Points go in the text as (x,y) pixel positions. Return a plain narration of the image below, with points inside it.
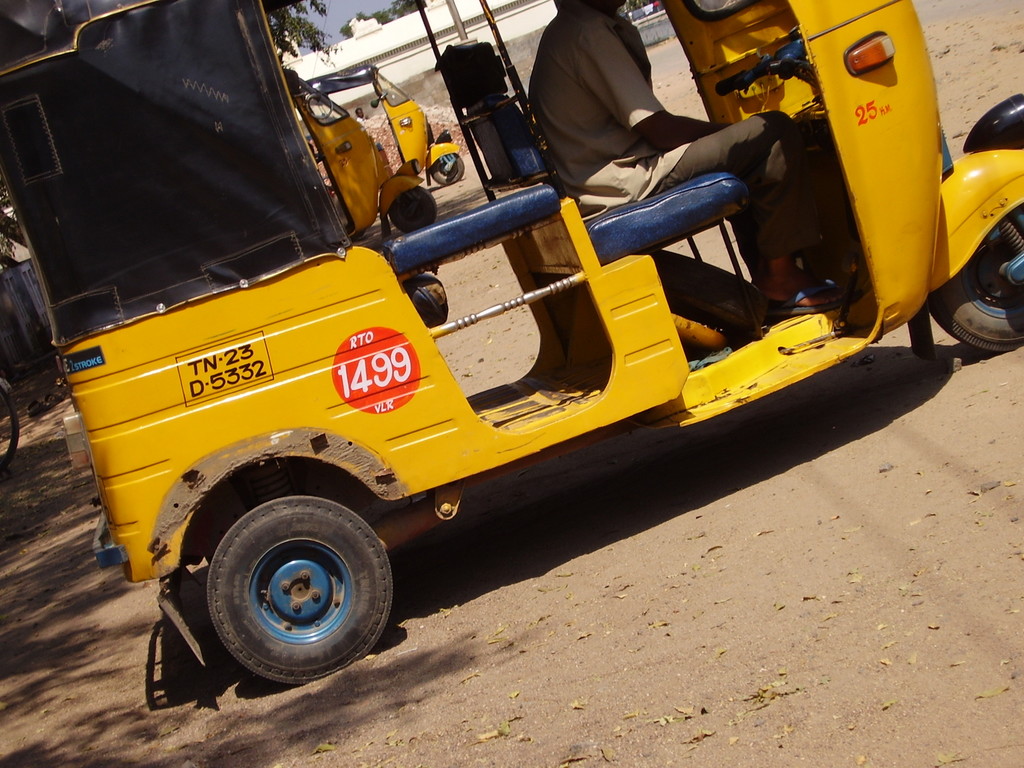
In this picture we can see vehicles (264,520) on the ground (481,650), here we can see a person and in the background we can see a building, trees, sky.
